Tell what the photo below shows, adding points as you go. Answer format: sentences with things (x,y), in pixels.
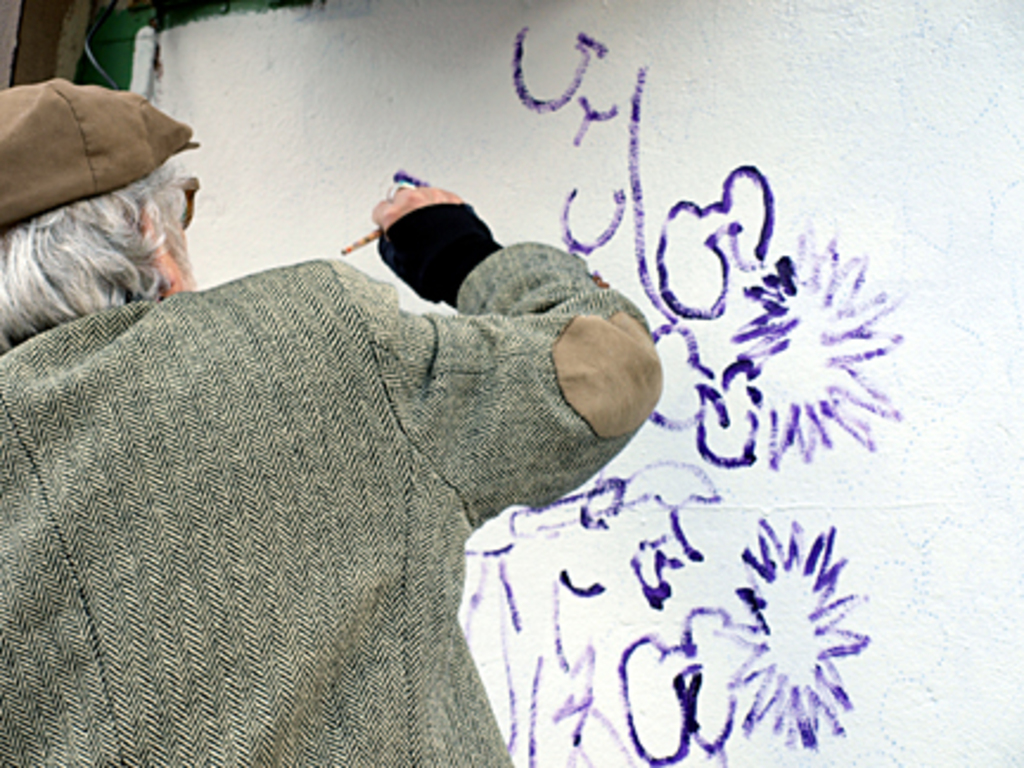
In this picture we can see a man (300,345), he is holding a brush (370,235) and he is painting on the wall (827,402).
